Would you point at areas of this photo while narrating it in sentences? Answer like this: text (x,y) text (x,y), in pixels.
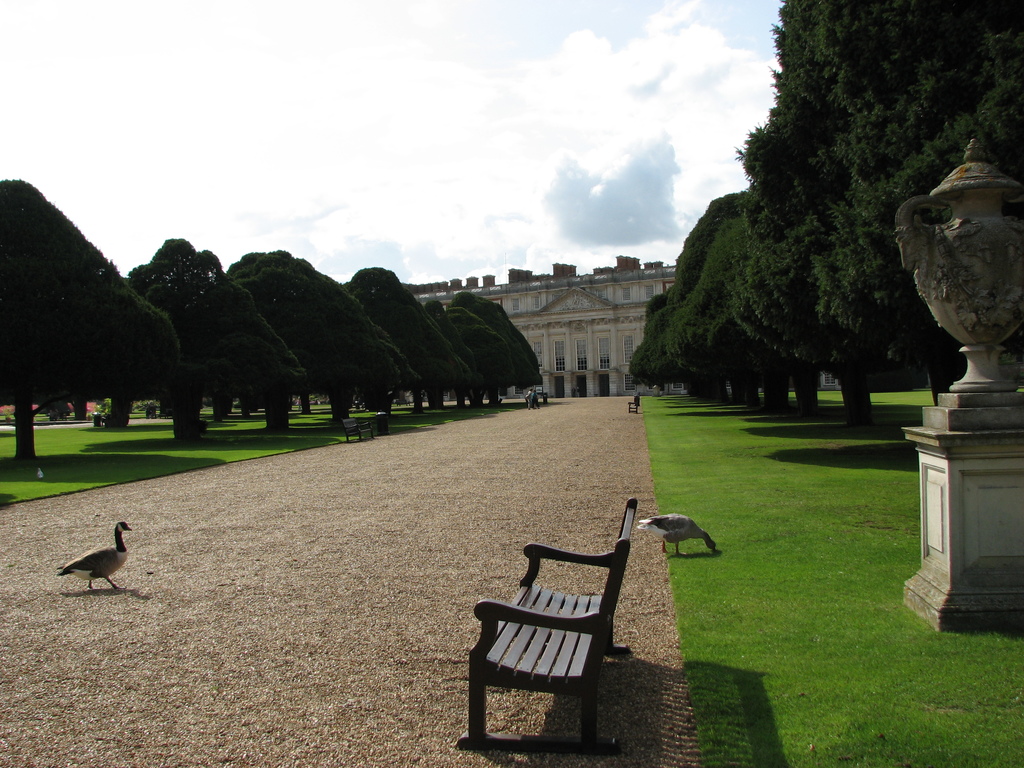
In the foreground (566,651) I can see two birds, bench (562,637), memorial (926,510) and grass (874,509). In the background (223,405) I can see trees (177,414), benches (364,422), group of people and a building (501,300). At the top (310,214) I can see the sky (348,207). This image is taken may be during a day.
